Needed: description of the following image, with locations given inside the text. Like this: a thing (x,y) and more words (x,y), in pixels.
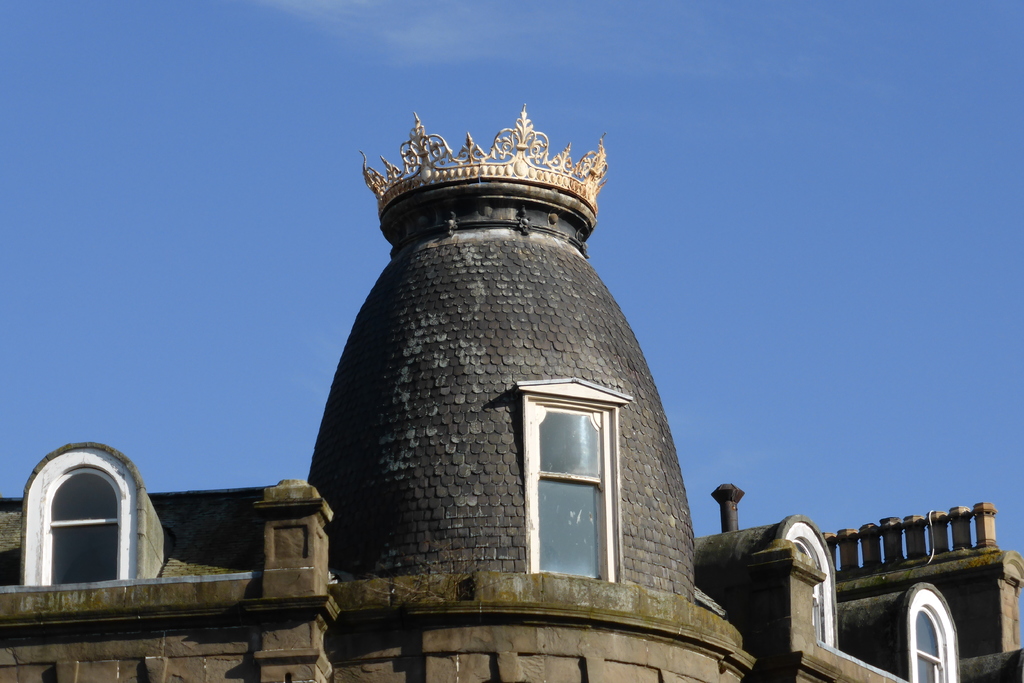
In this image, there is a building (384,672) and there is a black color circular tower (457,351), on that there is a white color window (586,411), at the background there is a blue color sky (324,61).
